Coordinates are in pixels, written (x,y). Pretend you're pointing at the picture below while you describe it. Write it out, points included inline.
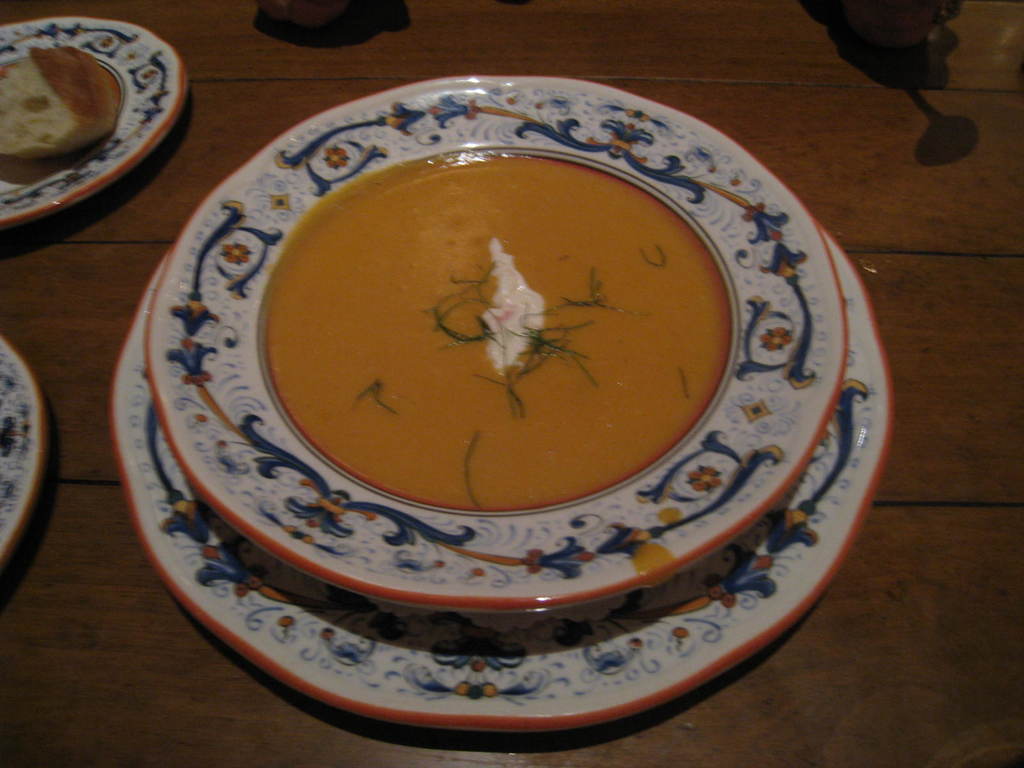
In this picture we can see there are plates (243,511) on a wooden object (795,696) and on the plates (263,232) there are some food items (51,99).
